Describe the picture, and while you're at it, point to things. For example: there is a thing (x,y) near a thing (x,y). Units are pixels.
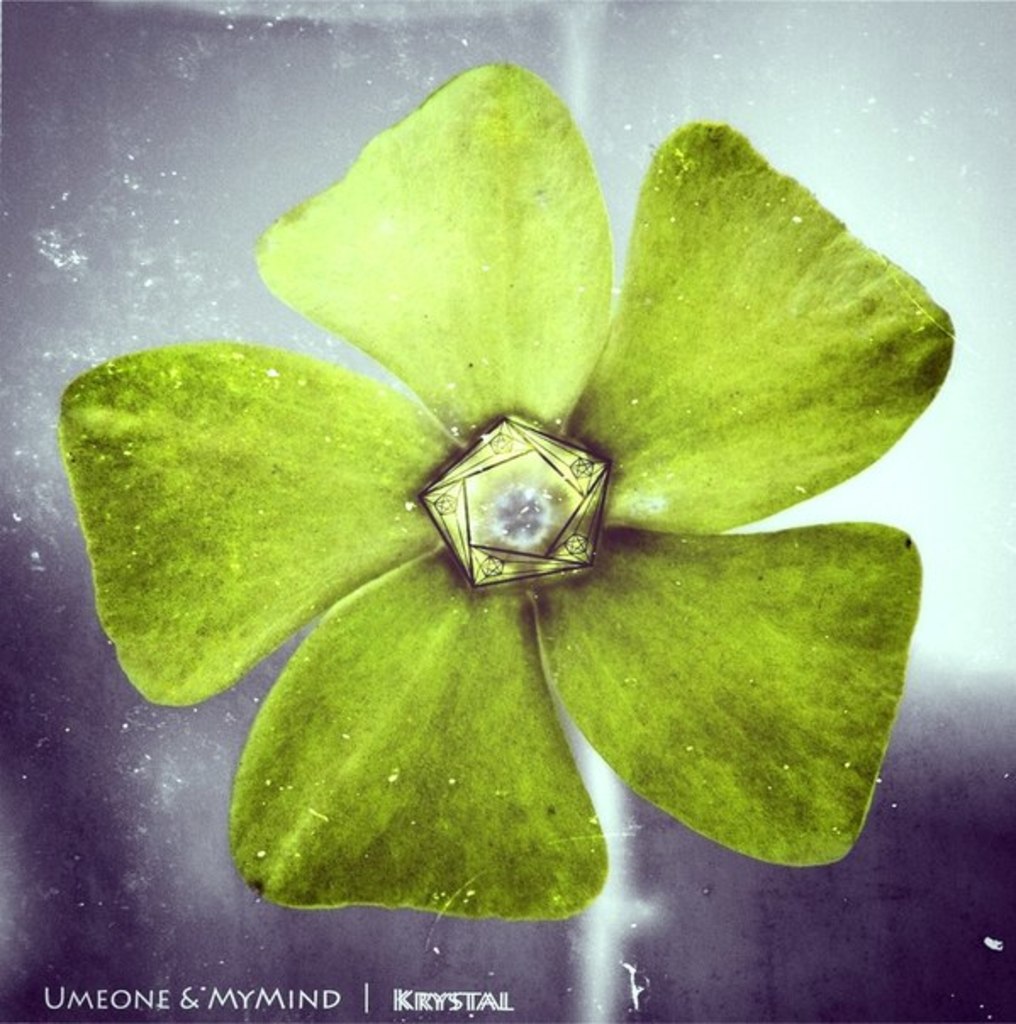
In this picture we can see a green color flower (210,459) with a crystal design (576,566) on it.
